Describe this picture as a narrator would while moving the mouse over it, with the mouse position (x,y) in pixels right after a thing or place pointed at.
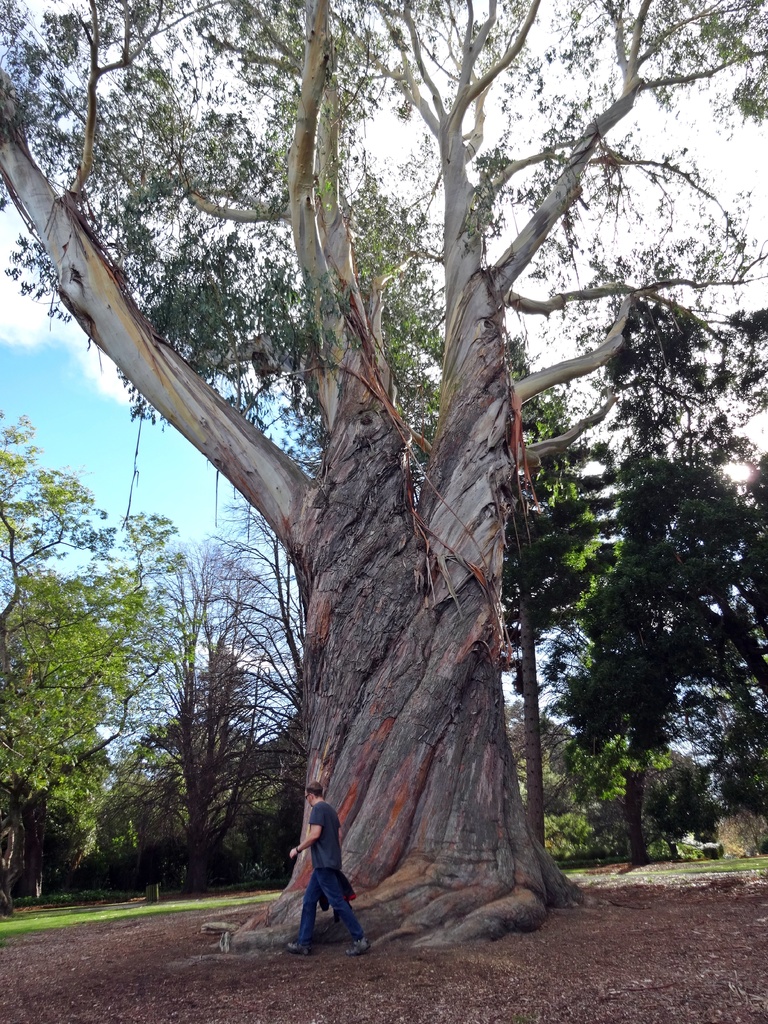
In the picture we can see a muddy path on it, we can see a huge tree (68,320) with a branch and one person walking near to it and in the background (753,854), we can see grass surface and trees (194,641) and behind it we can see a sky (163,465) with clouds (81,341).
